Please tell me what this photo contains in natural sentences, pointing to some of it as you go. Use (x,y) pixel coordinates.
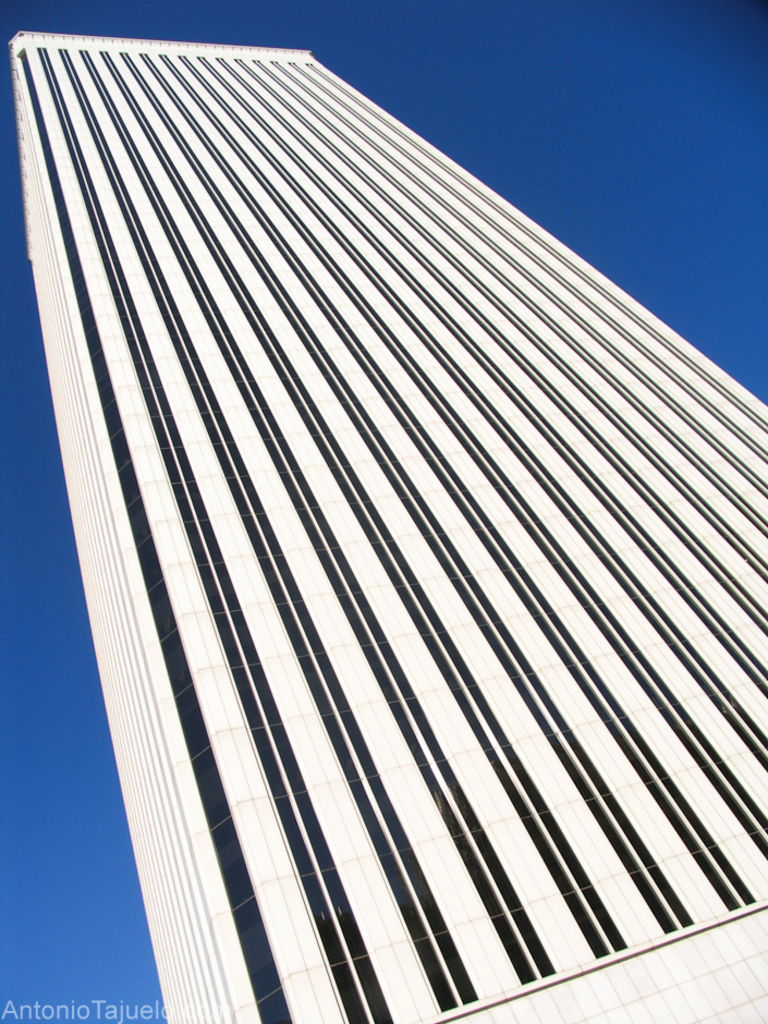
In this image, we can see a building (487,812) with walls (461,903) and glasses (613,832). Background (634,209) there is a sky (602,155). At the bottom of the image (137,1010), we can see a watermark (71,1011).
